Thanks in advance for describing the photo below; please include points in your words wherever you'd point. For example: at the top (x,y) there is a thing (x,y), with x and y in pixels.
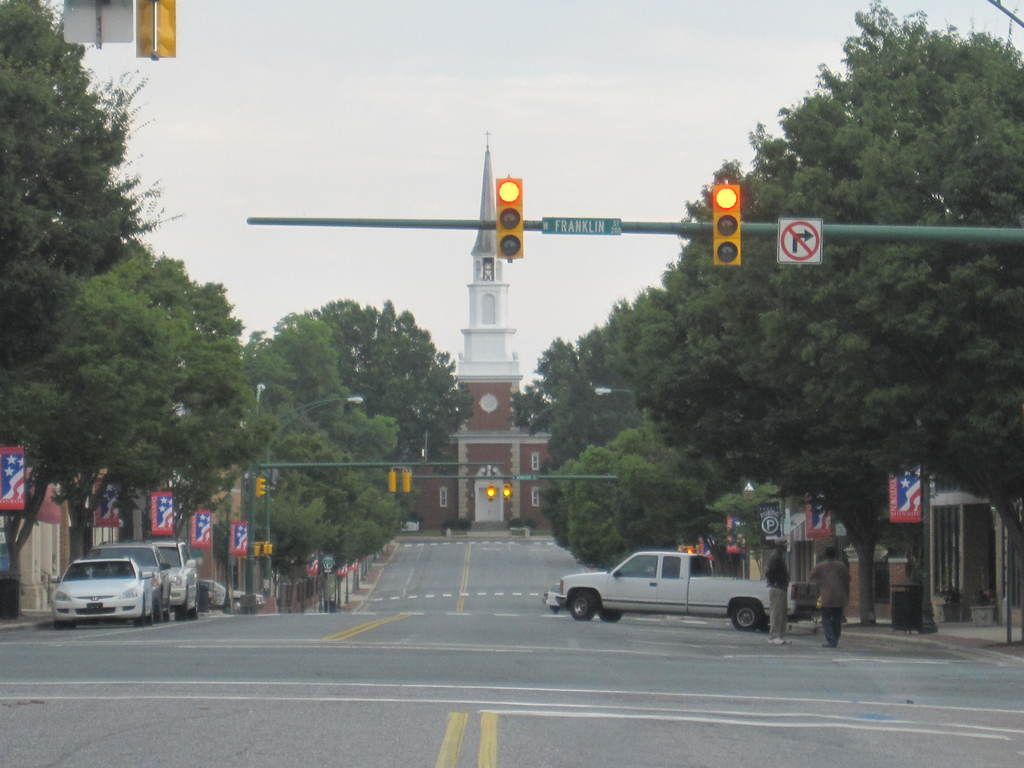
In this picture I can see vehicles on the road (561,560), there are boards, poles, lights (517,184), there are two persons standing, there is a tower (487,130), there are trees (447,437), and in the background (431,163) there is the sky (563,91).
